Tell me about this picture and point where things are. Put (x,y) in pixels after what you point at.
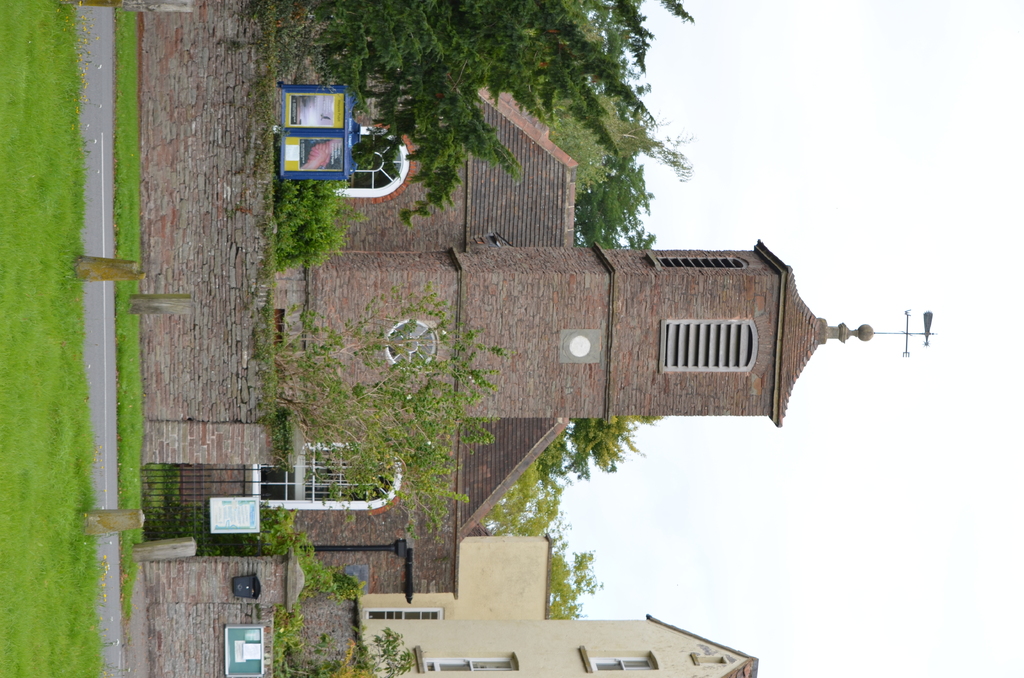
In this image, we can see few buildings (534,663), trees (390,52) and plants (274,641). Here we can see few boards (248,523), gate (197,530), wall (204,190). Left side of the image (67,309), there is a grass (59,290), road (86,244), some poles (94,267). Right side of the image (831,359), we can see the direction pole (913,333) and sky (776,480).
